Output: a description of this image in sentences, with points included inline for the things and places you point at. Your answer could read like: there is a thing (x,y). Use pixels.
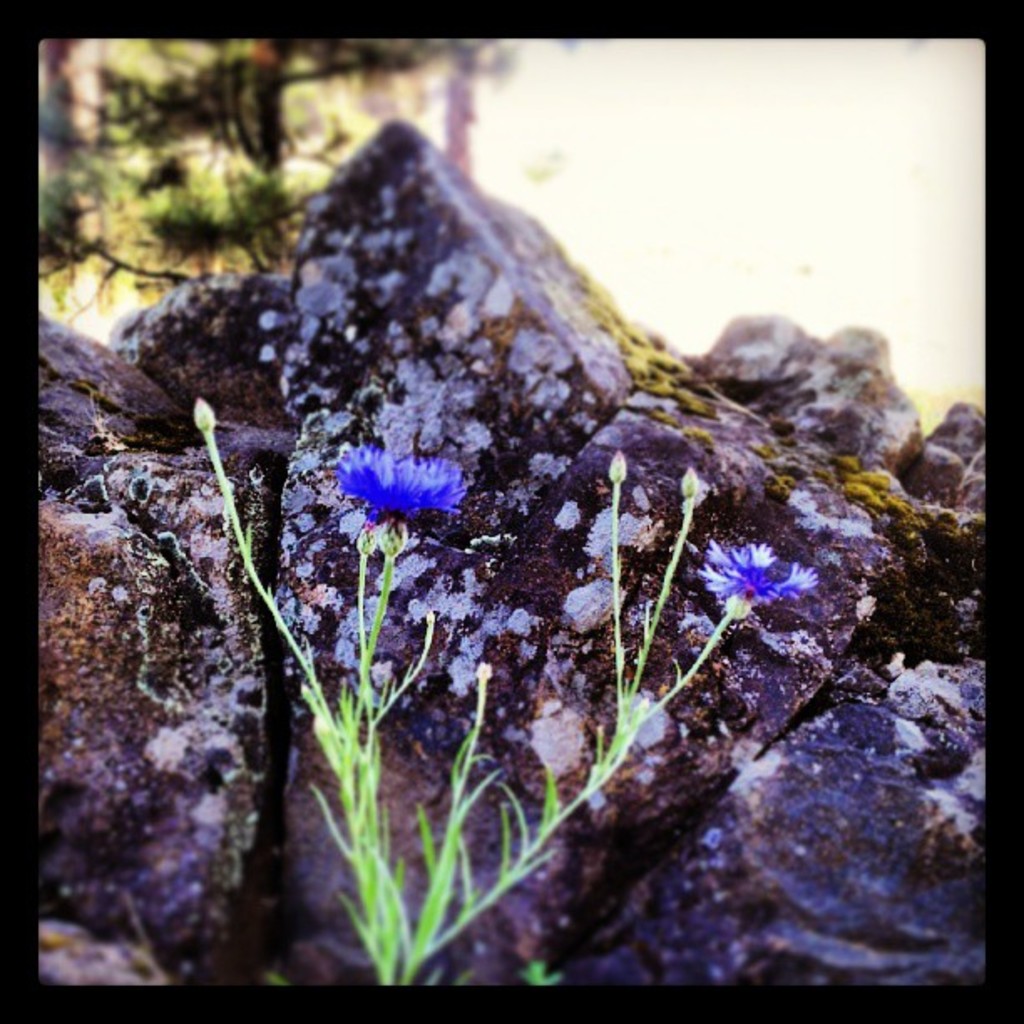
In this image I can see a plant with flowers (398,547) in the center of the image (386,561). I can see rocks (235,844) behind the plant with a blurred background (578,149).
